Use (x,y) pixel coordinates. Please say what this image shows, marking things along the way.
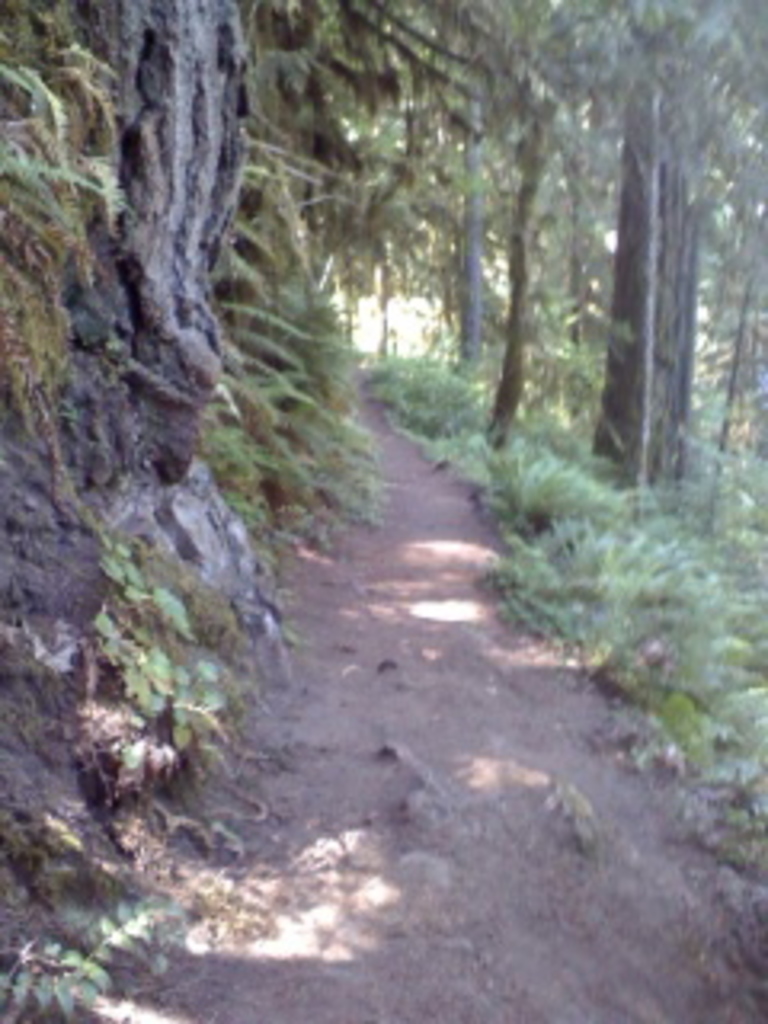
There is a way (409,650) and there are few plants (290,420) and trees (423,260) on either sides of it.
